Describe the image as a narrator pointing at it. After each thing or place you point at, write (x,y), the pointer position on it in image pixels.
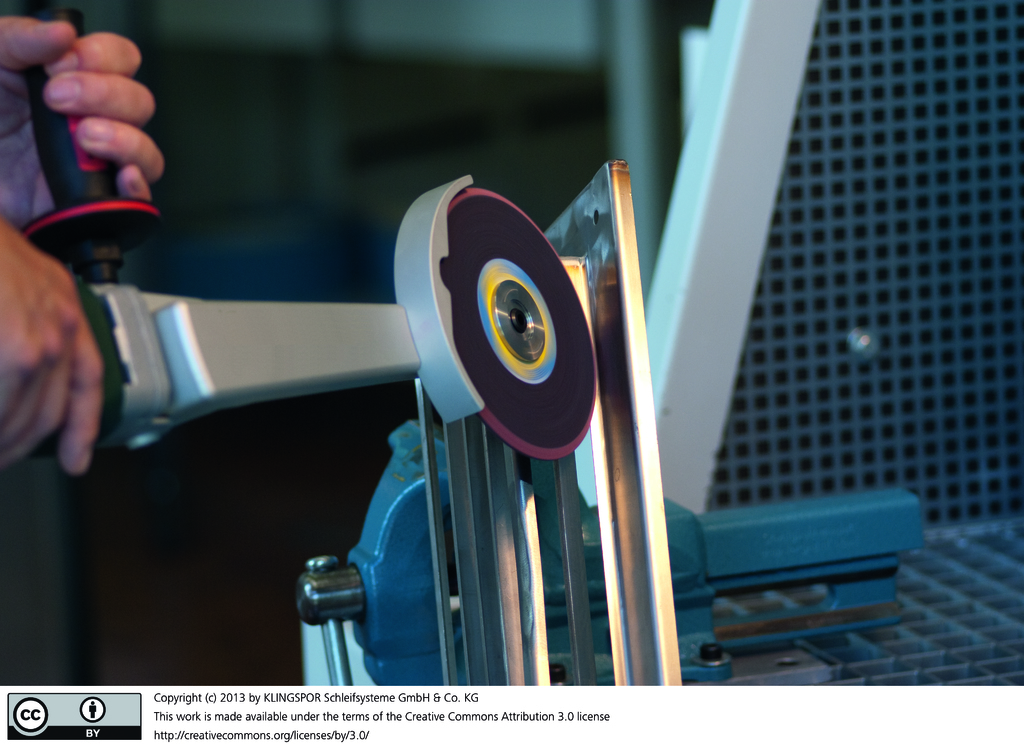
In the image there are two hands (73,309) of a person (73,300) holding an object (509,363) and the background of the object (538,391) is blue, there is some text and two logos (31,717) at the bottom of the image (108,723).
